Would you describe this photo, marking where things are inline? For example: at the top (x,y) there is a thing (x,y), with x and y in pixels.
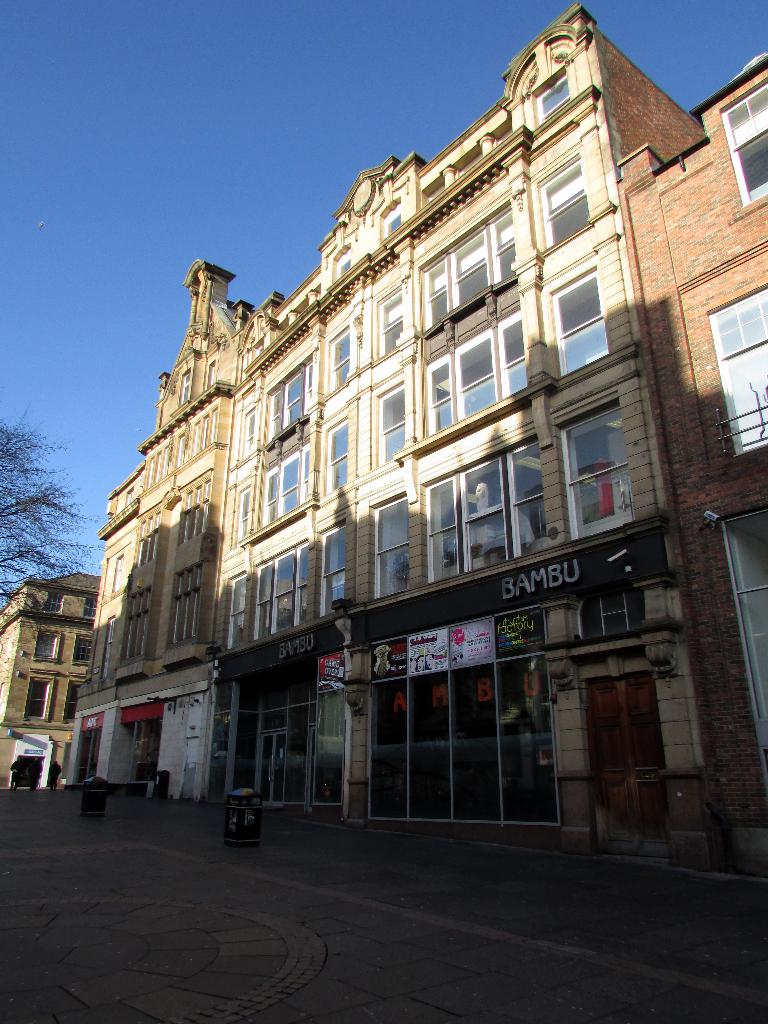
In this picture we can see few buildings (297,686), hoardings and a tree (30,489).
